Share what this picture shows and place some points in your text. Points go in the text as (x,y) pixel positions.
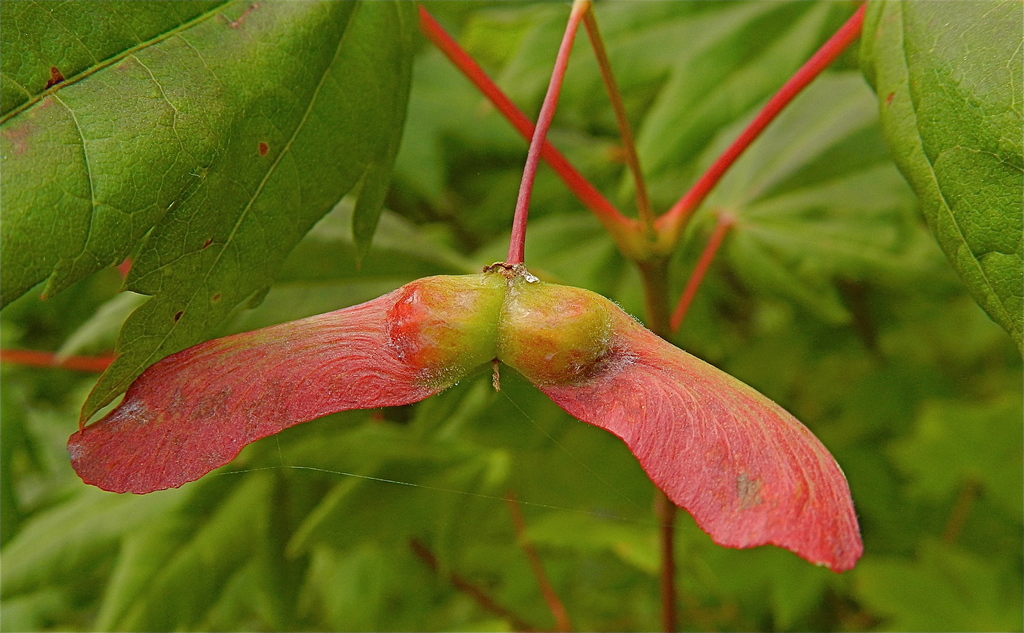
In this image we can see some plants (360,270) and a seed (382,386) which is in pink color.
